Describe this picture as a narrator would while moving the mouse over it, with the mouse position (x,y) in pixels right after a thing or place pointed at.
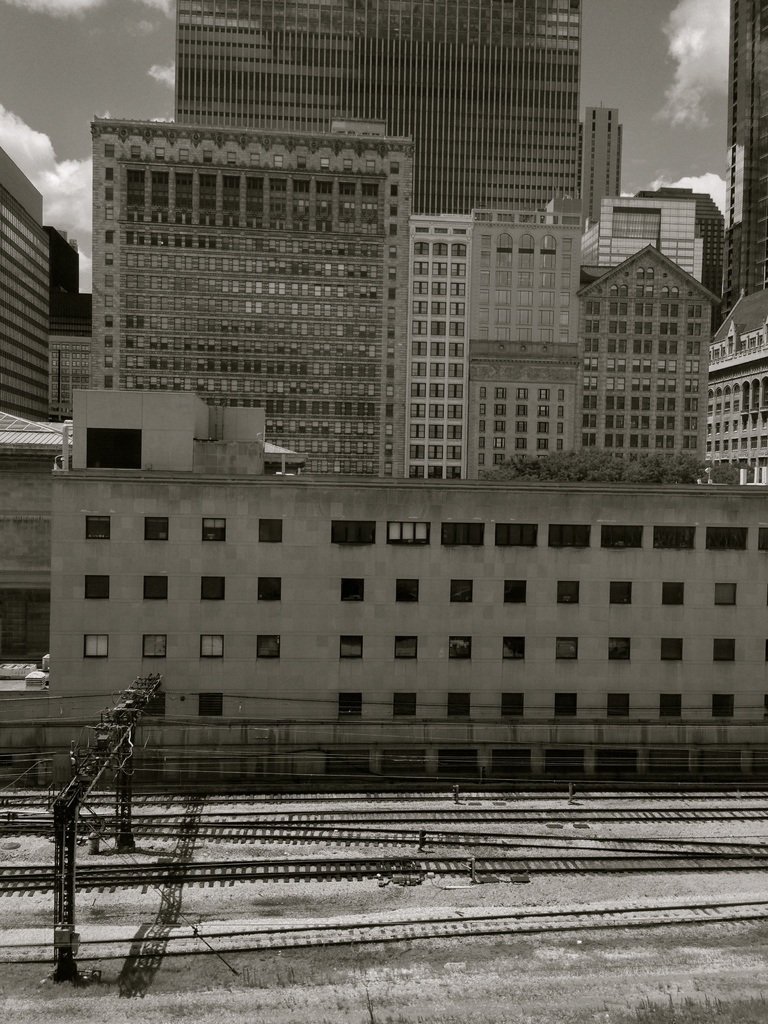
In this image in the middle (318,507) there are buildings (391,389), sky (128,48) and clouds (69,192). At the bottom (374,926) there are railway tracks (435,867), cables (357,775) and ground (536,989).
